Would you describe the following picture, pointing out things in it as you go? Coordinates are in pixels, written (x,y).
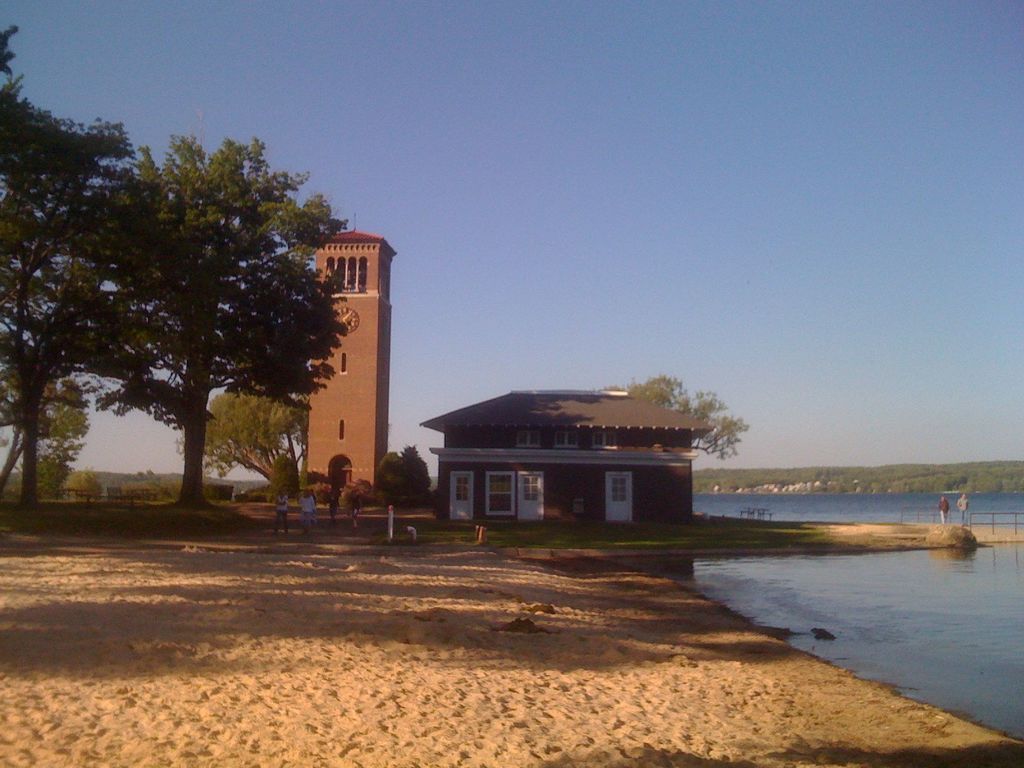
In this image there is a house (593,415), tower (362,456), clock (342,324), trees (261,413), people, railings (987,513), water (916,494), grass (697,535), sky (709,208) and objects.
